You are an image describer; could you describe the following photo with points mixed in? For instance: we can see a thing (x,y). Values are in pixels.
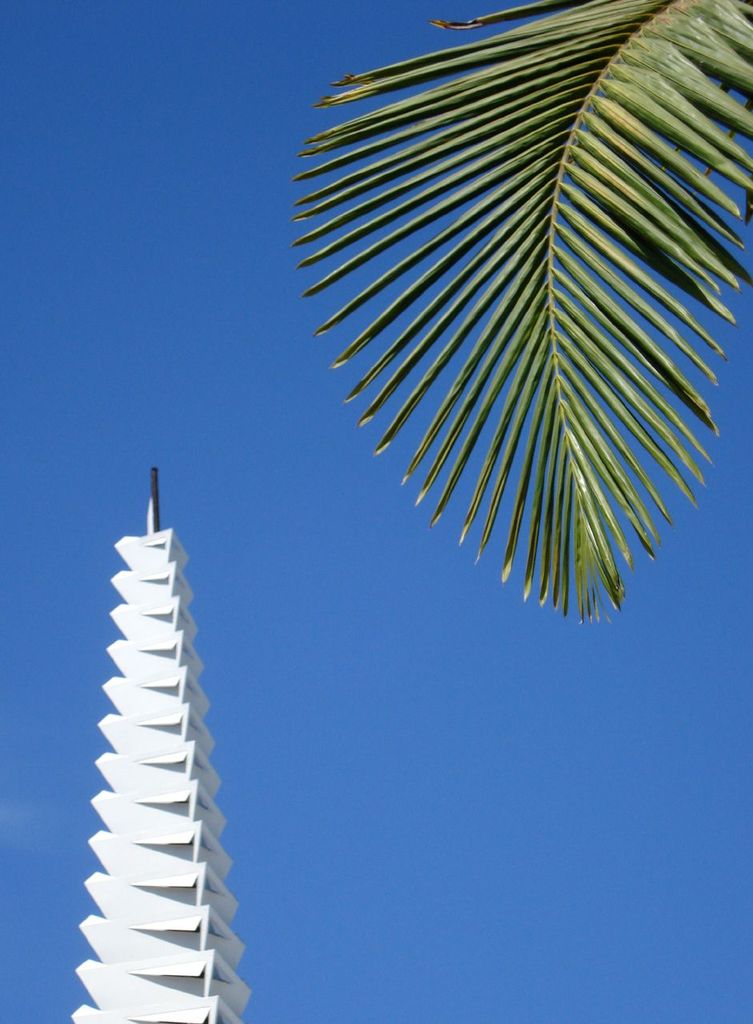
In this image we can see a coconut tree leaf (531,292) and tower (143,725). In the background (233,705) there is a sky (369,638).
